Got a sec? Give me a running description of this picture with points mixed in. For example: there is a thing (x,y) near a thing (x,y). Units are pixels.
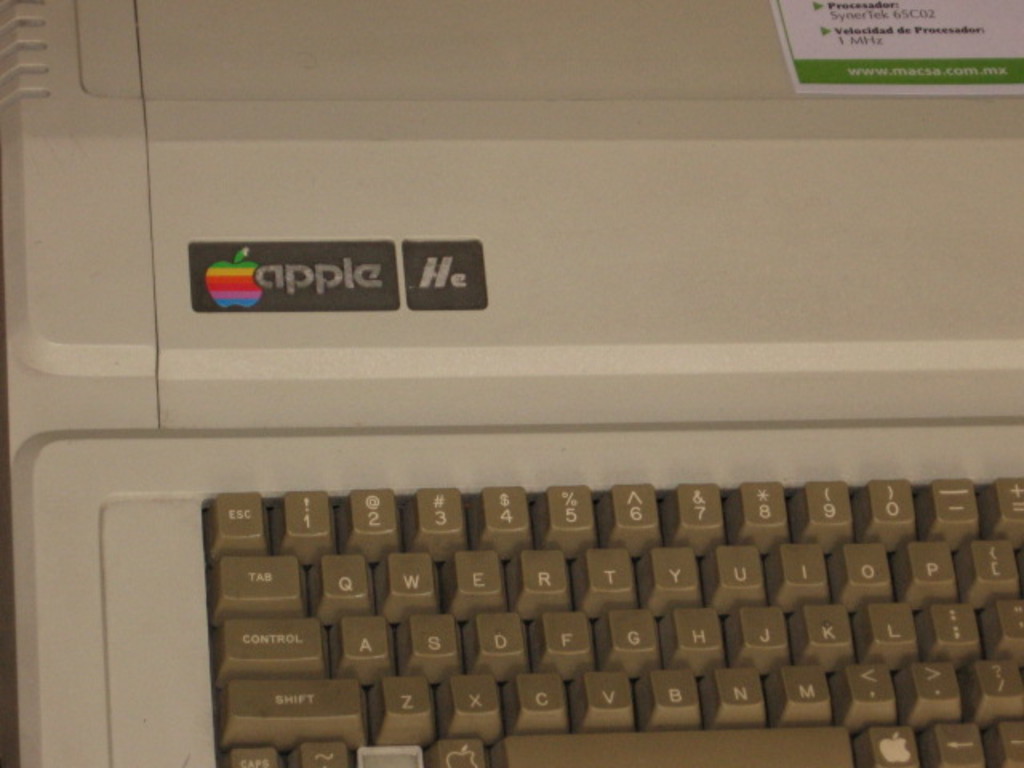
In this image we can see keyboard (336,572). There are alphabets and numbers keys (646,626). There is text apple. On the top right side (938,91) we can see a sticker (1009,66).
